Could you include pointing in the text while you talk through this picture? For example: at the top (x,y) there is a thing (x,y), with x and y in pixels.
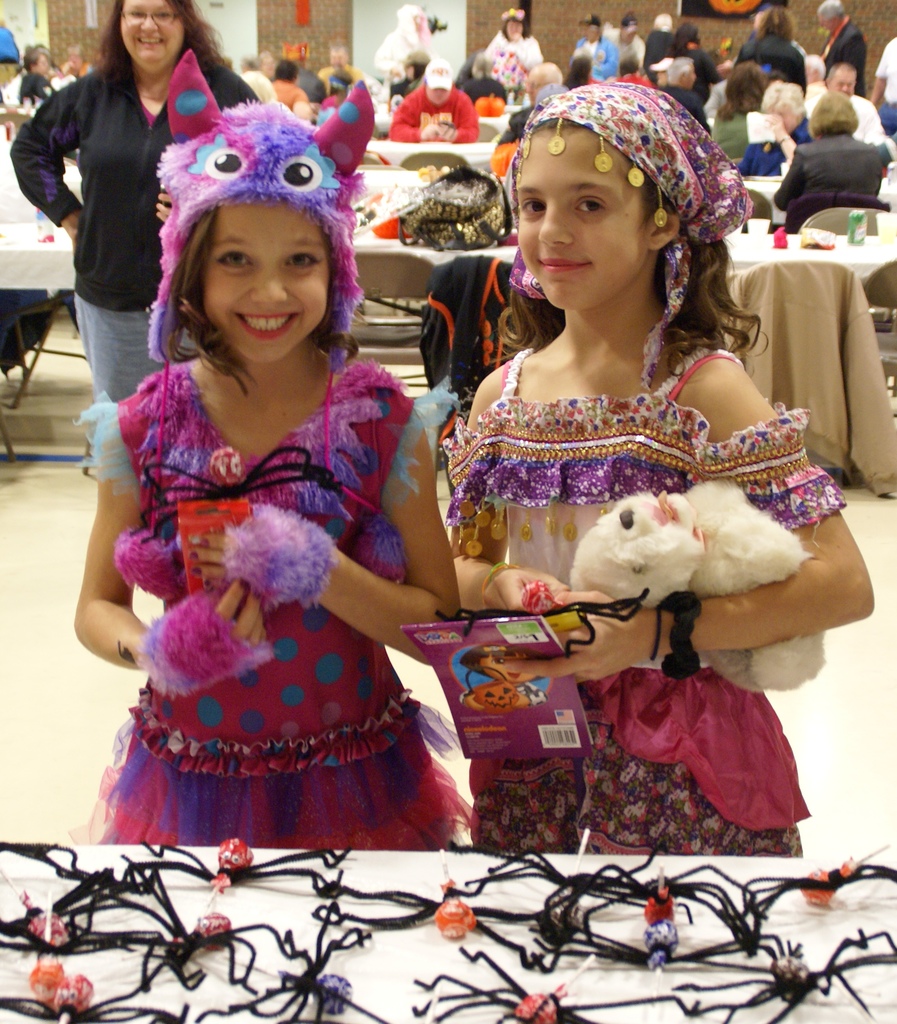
In this image I can see two girls (409,497) wearing colorful dresses (232,682) and holding few objects (451,658) in their hands (614,653) are standing in front of the table (408,990). On the table (387,974) I can see few objects (284,1010). In the background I can see few persons (768,107) sitting, few persons (791,47) standing, few tables (511,249), few objects (447,194) on the tables (365,193) and few other objects (387,215).
